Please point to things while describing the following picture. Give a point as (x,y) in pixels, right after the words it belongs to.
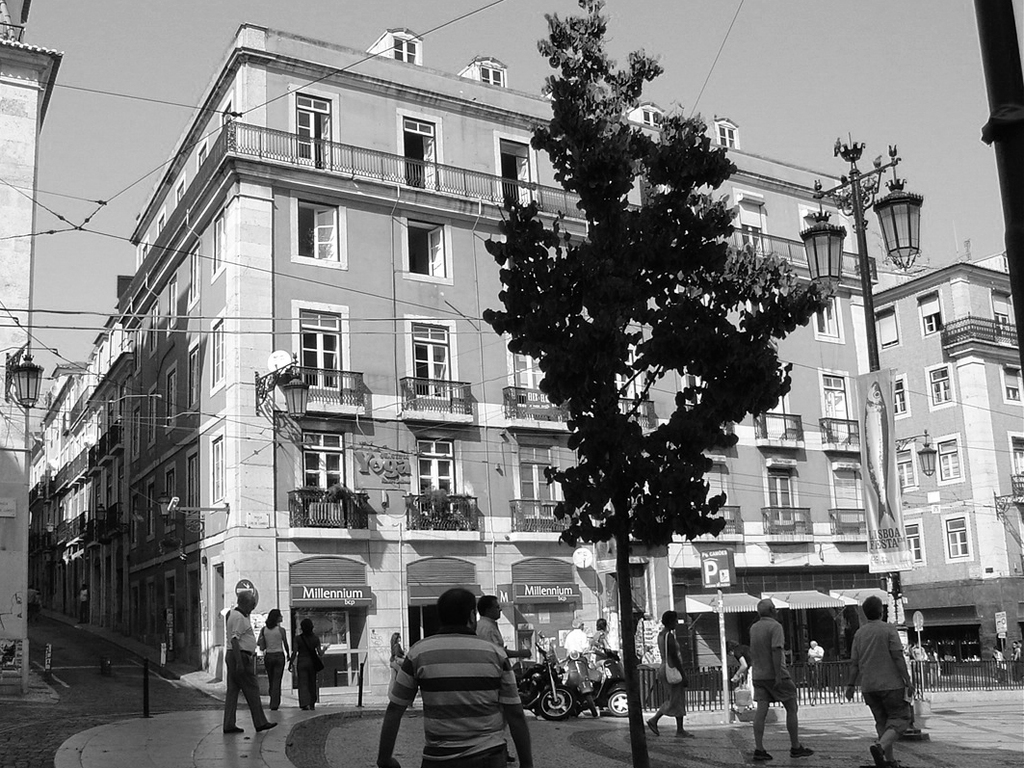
This is a black and white picture. There are some persons (671,682) and bikes (604,700). Here we can see poles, boards (917,623), fence (696,704), lights (836,264), hoardings (863,497), boards (515,583), wires (981,408), and buildings (480,269). This is road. There is a tree (611,170) and there are plants (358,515). In the background (855,93) there is sky (750,90).
